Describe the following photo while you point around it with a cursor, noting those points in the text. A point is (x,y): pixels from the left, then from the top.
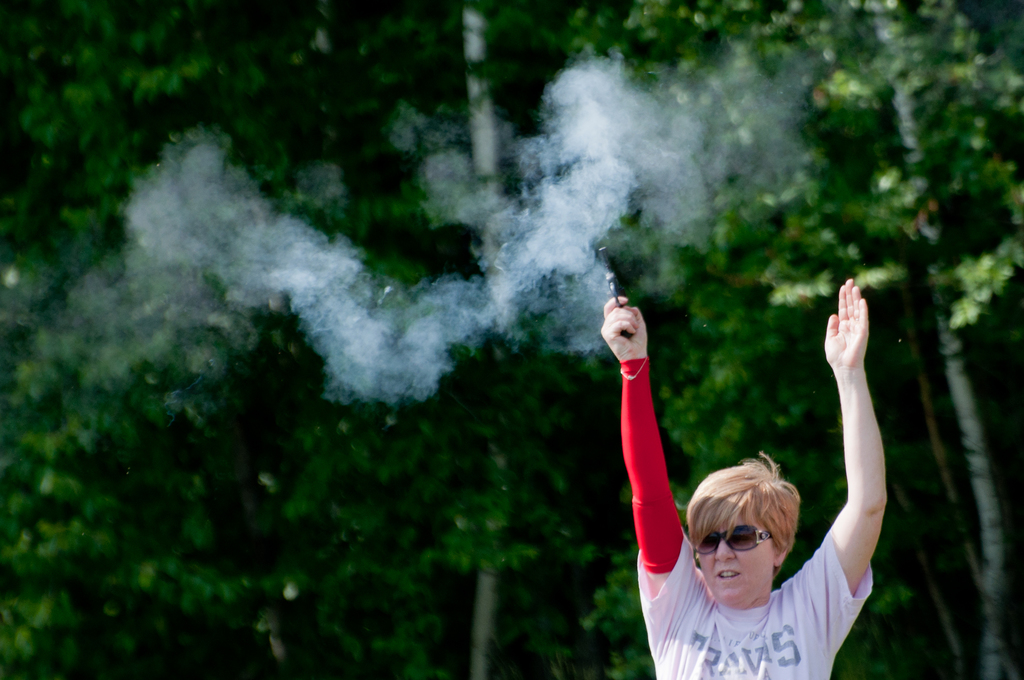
In this image there is one person (756,572) is standing on the right side of this image (709,564) is holding a gun (613,300). There are some trees (412,427) in the background (389,242).
